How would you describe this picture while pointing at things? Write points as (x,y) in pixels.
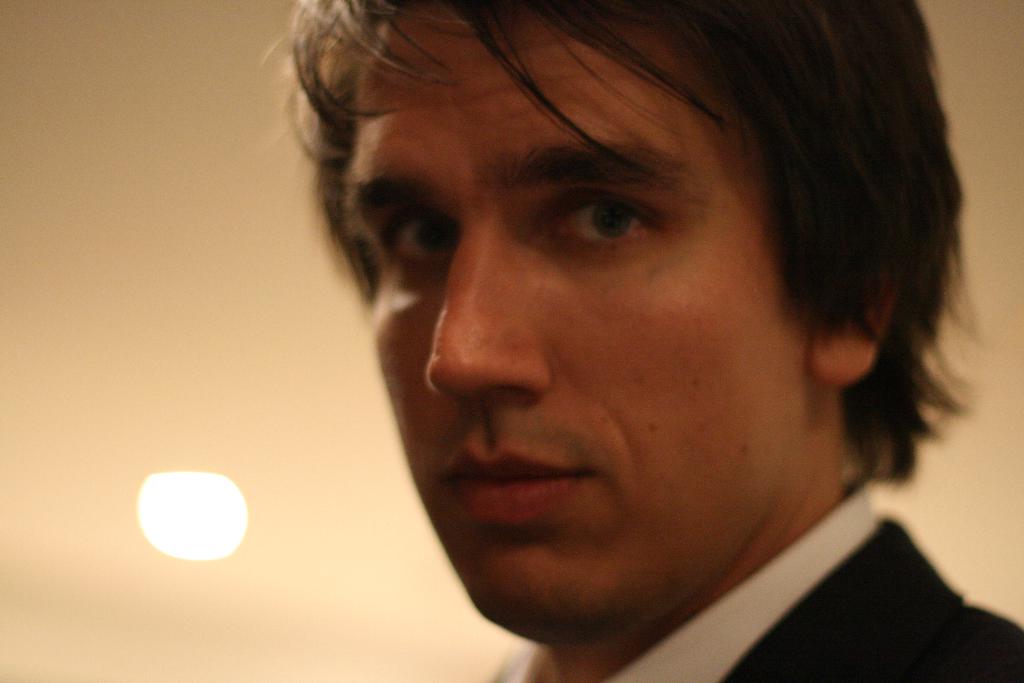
In this image we can see a man (418,355).
